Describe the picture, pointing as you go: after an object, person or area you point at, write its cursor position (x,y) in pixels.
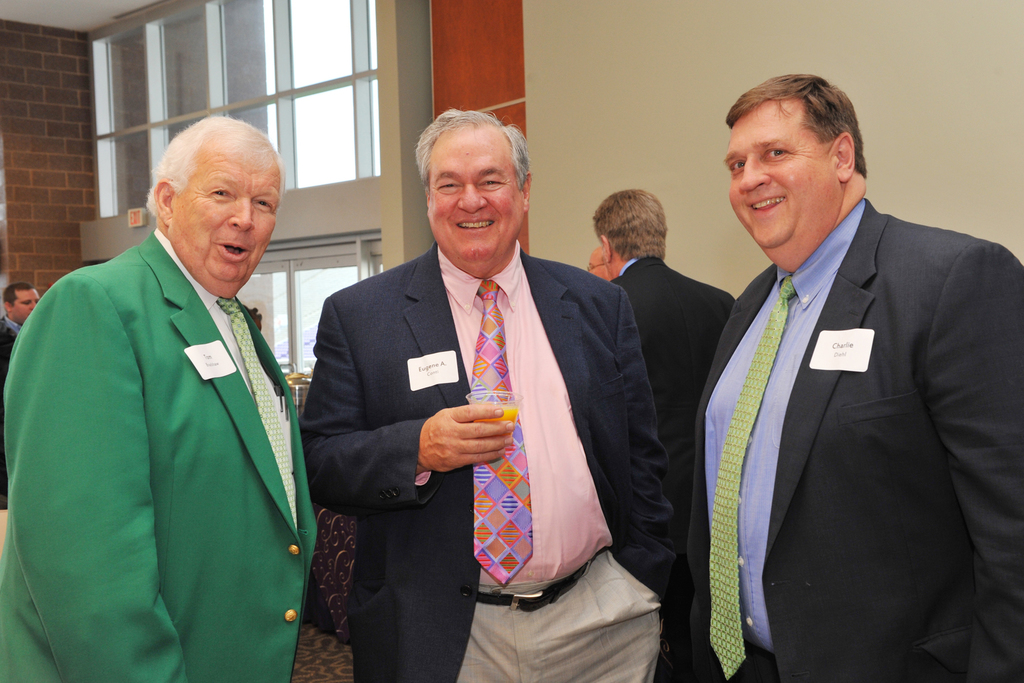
In the foreground of this image (456,470), there are three men (469,499) in suits (573,324) and a man (556,397) is holding a glass (500,396). Behind them, there are men (619,268), wall (497,112) and the glass windows (325,83).
